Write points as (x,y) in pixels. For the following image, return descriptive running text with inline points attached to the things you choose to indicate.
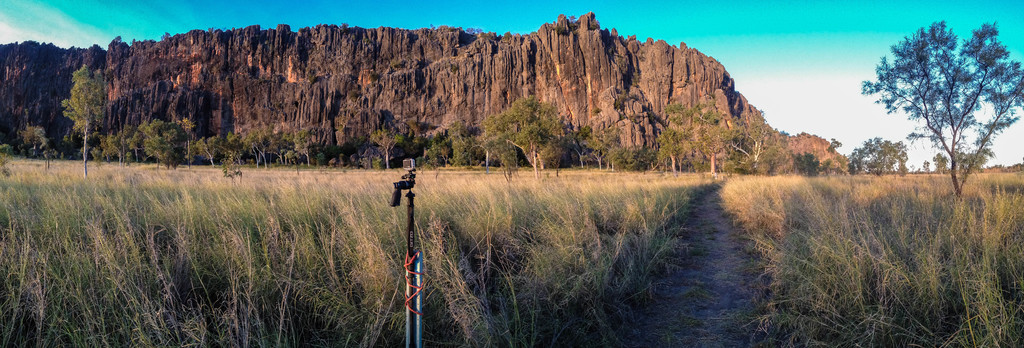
In this picture we can see a camera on the stand (411,219). In front of the camera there are trees (424,161), grass (330,173), hills (704,67) and a sky (830,43).
